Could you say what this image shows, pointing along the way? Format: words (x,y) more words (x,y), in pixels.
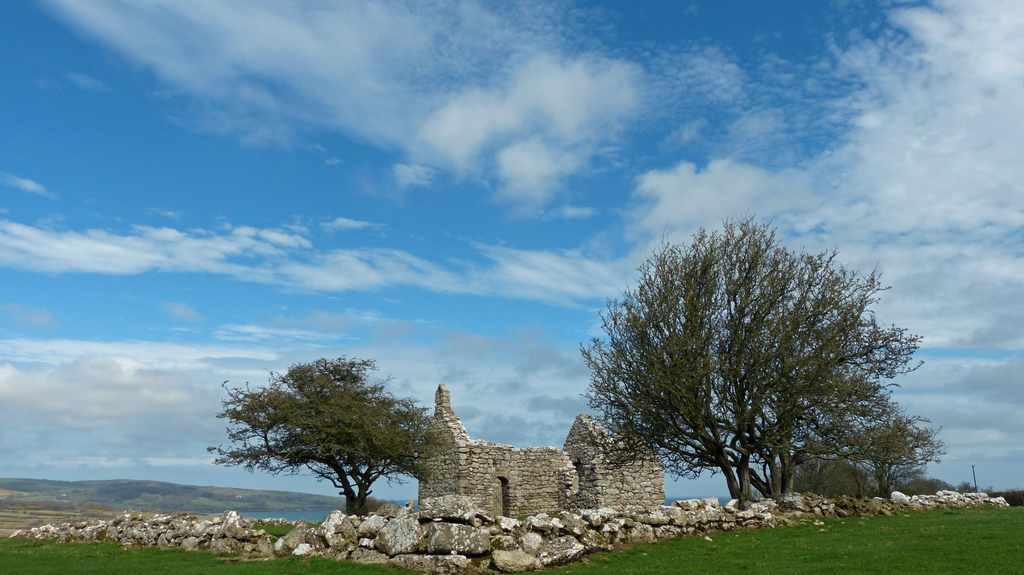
In this image I can see some grass (807,564) on the ground (777,544), a wall (591,530) which is made up of rocks (693,526), few trees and a building (502,497) which is made of rocks (535,484). In the background (197,265) I can see the water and the sky (463,123).
